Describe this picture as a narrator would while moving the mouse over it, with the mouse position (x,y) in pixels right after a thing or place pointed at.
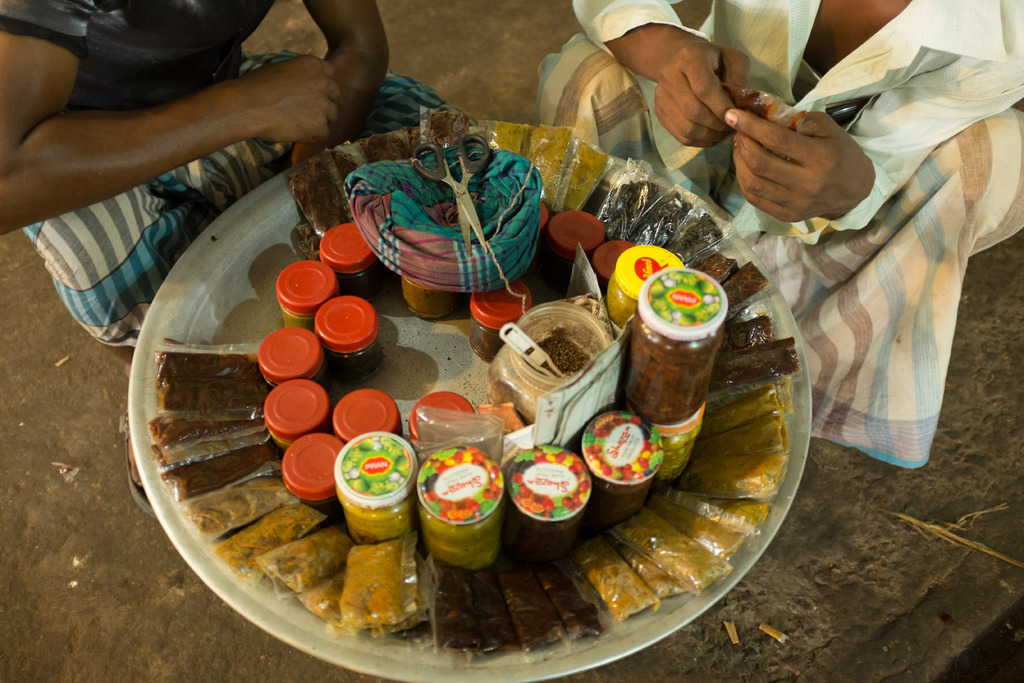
In the foreground of this image (367,509), there are few sachets (250,359), containers (650,299), scissors (469,207) and a cloth (407,205) on a metal object (271,614). At the top (241,94), there are two people (892,134) squatting on the ground (883,535).
